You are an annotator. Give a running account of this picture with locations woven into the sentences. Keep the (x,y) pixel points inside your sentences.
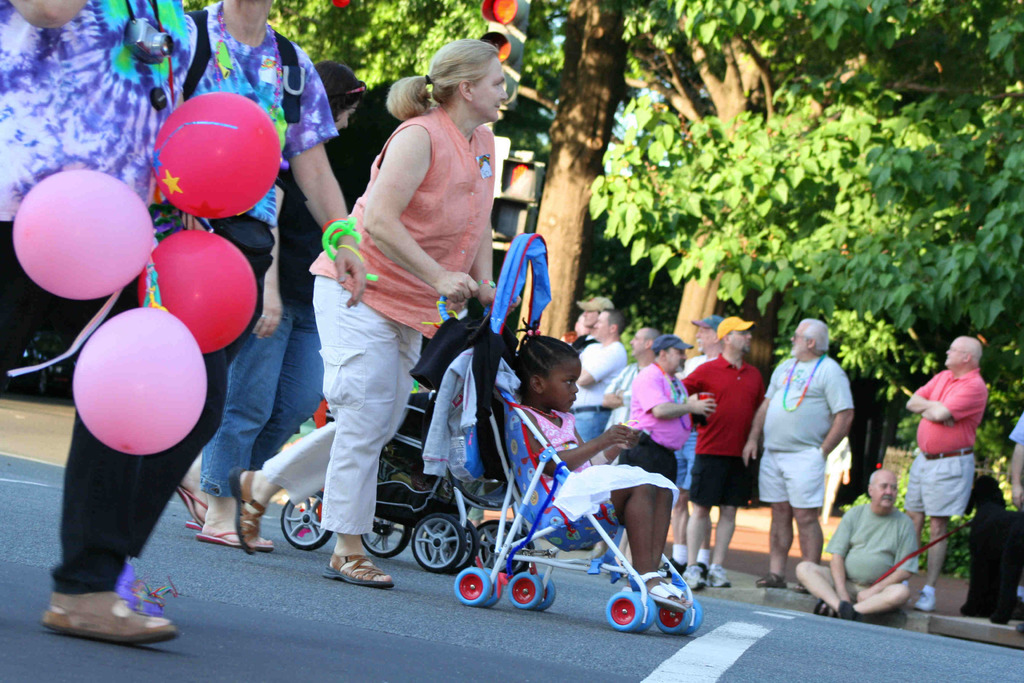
On the left (142,144) there are people (142,183) and balloons (163,177). In the center of the picture (404,439) there are strollers (433,385), kids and people (393,307). In the background (777,102) there are trees (742,289), plants (999,447), group of people (740,429) and pavement (942,591).
